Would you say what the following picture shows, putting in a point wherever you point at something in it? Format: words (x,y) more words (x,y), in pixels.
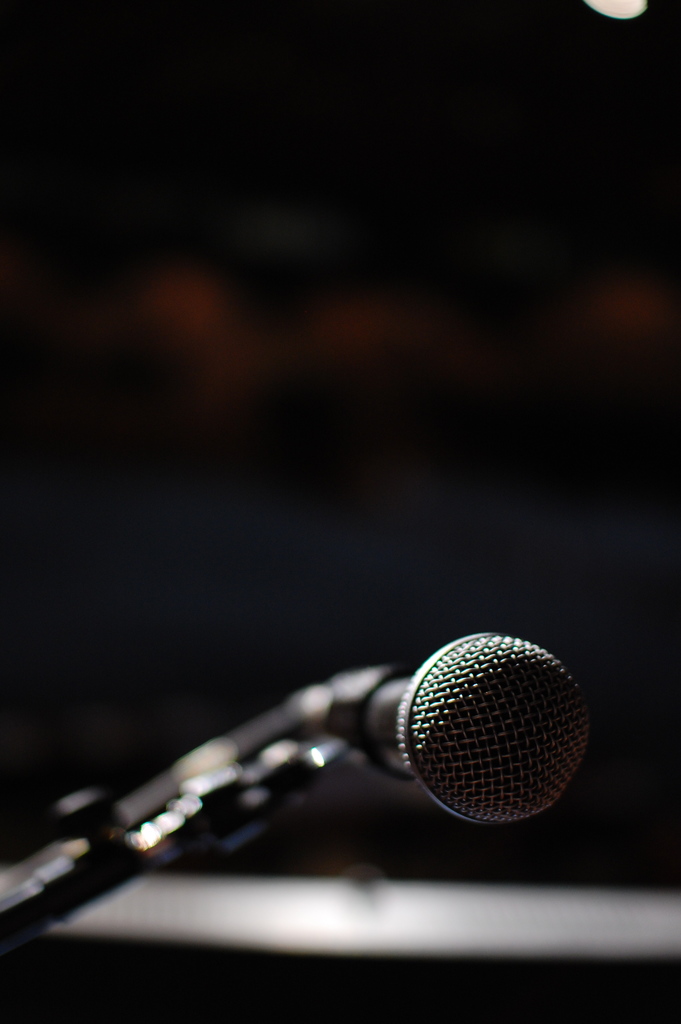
In this image I can see a mic (406,707) which is attached to a metal stand (226,786). The background (459,137) is in black color.
